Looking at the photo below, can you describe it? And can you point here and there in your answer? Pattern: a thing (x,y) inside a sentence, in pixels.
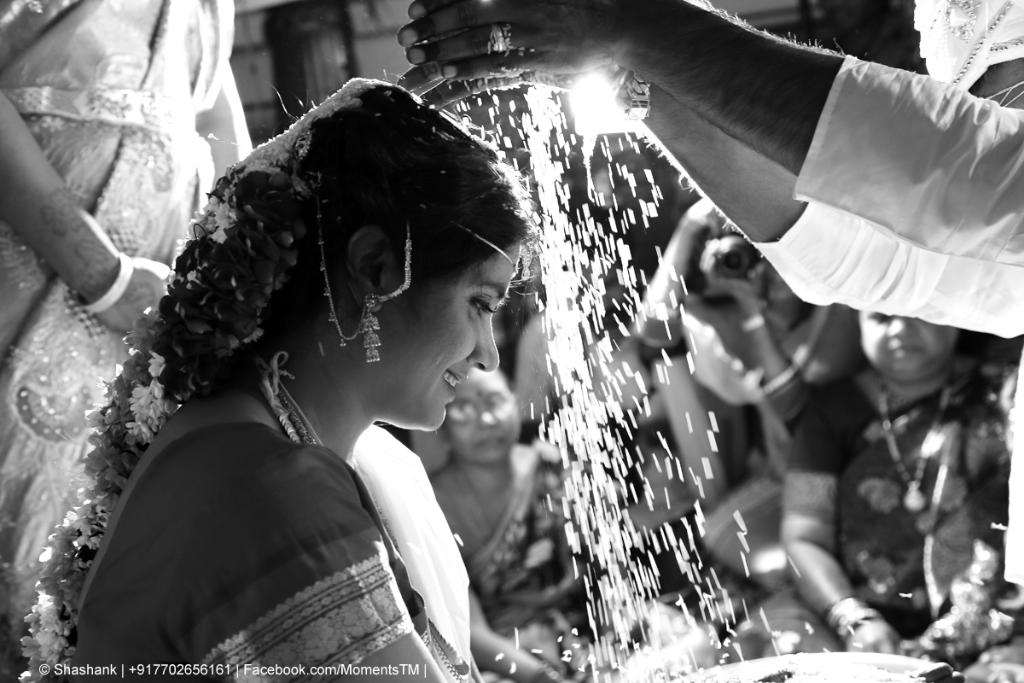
A ritual in traditional Indian wedding. The groom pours sacred rice (634,536) on the bride (395,497). There are some people (899,369) around them.
